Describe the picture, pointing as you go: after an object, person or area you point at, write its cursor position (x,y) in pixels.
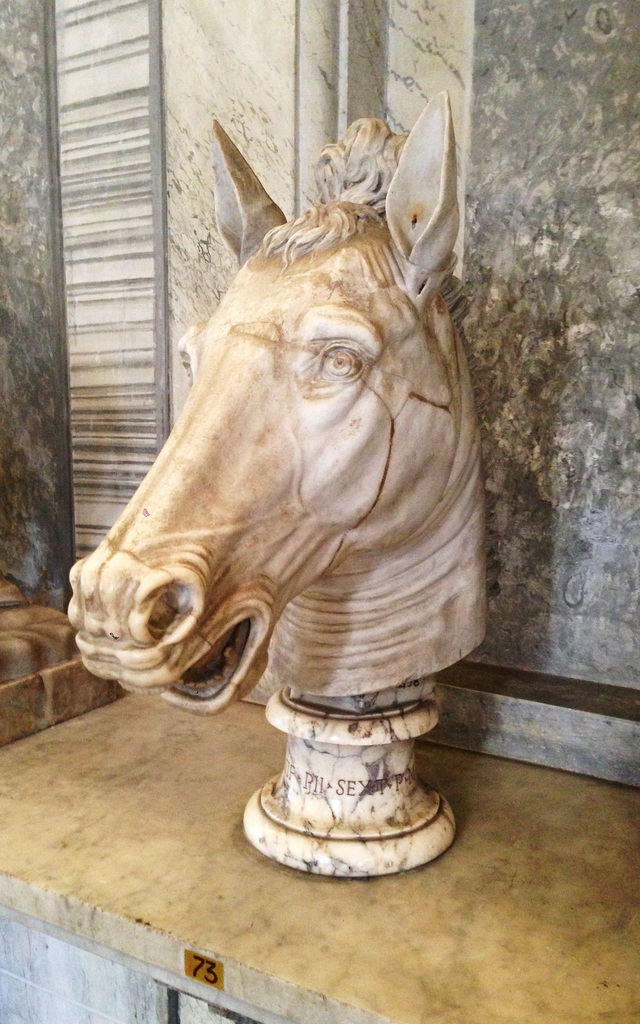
In the image there is a horse sculpture (347,451) kept on a marble shelf (328,913), behind the sculpture (435,295) there is a marble wall (139,157).
